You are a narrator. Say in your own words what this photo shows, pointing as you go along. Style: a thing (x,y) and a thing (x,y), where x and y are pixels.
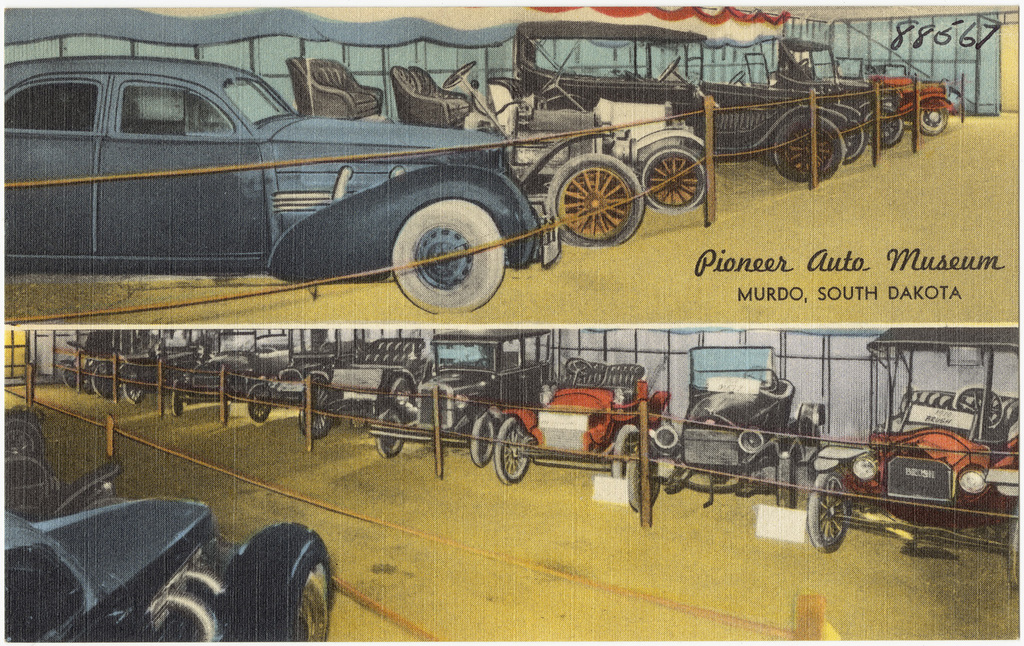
In this image we can see a poster (472,216), there are some vehicles (482,221), poles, fence (677,414) and some text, in the background (670,407) we can see the wall (682,407).
